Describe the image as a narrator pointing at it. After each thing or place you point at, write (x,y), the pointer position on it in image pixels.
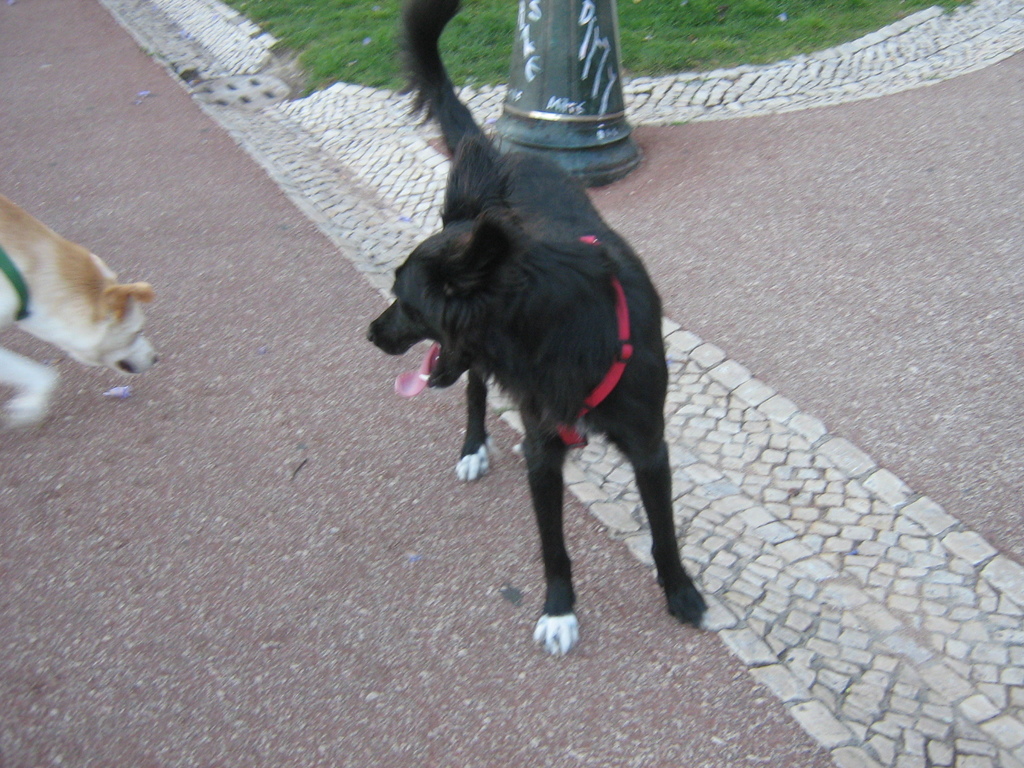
There is a black color dog (599,229) in the center of the image (662,506) and another dog (8,320) on the left side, it seems like a pole (543,59) and grassland (482,22) at the top side (609,76).
